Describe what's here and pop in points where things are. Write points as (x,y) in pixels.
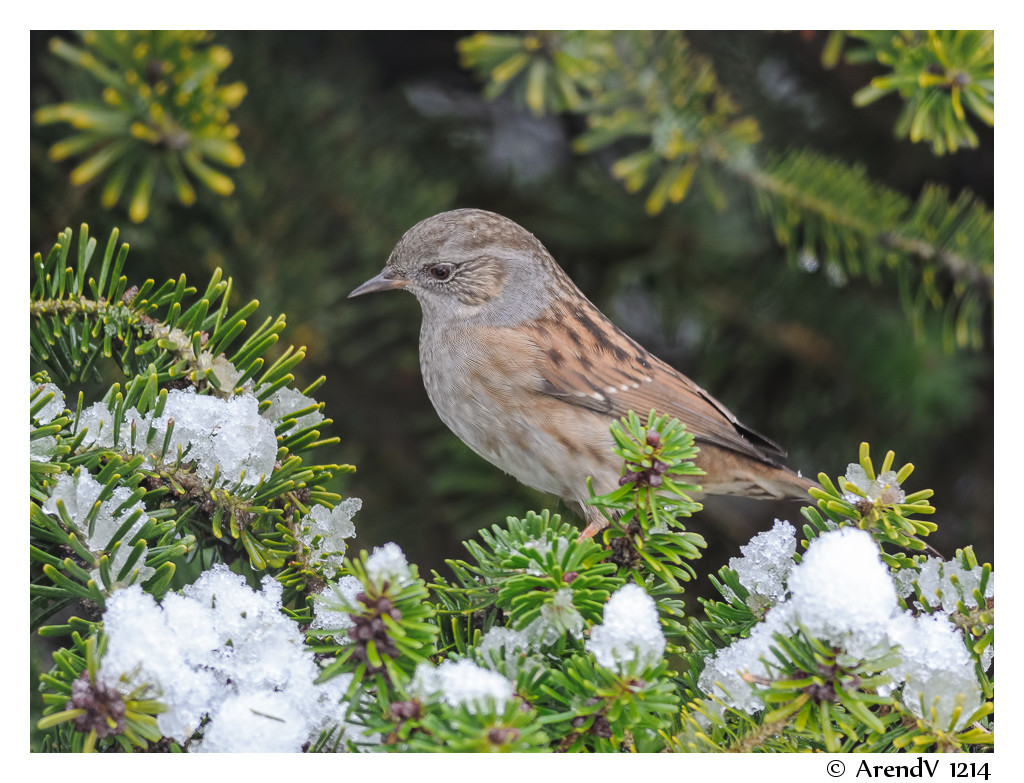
In this picture we can see small brown color bird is sitting on the green plants (561,571). Behind there is a blur background.
